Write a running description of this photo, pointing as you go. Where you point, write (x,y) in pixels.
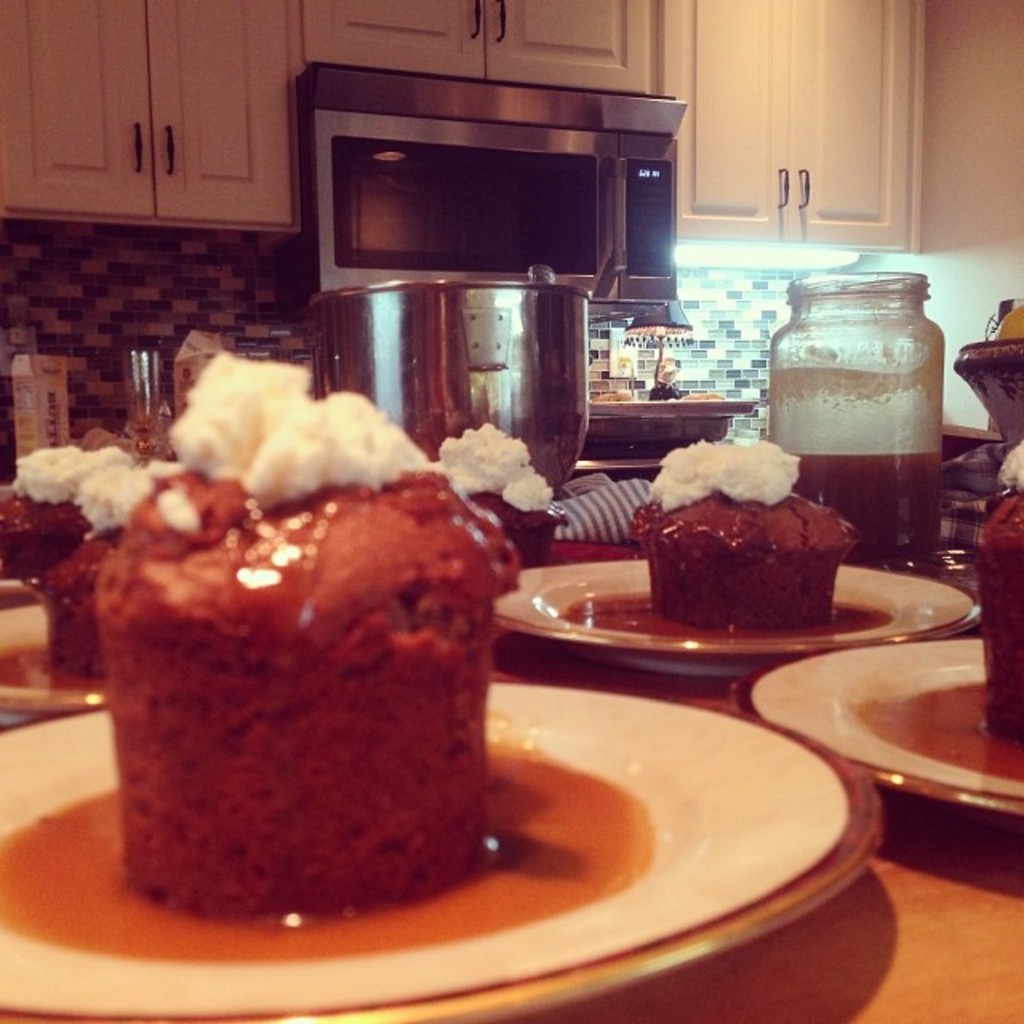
In this picture we can see food (461,637) in the plates (531,734), beside the plate (526,572) we can see a jar (864,523) and a bowl (432,445), in the background (505,196) we can find a microwave oven (444,261), light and few packets (206,338).
